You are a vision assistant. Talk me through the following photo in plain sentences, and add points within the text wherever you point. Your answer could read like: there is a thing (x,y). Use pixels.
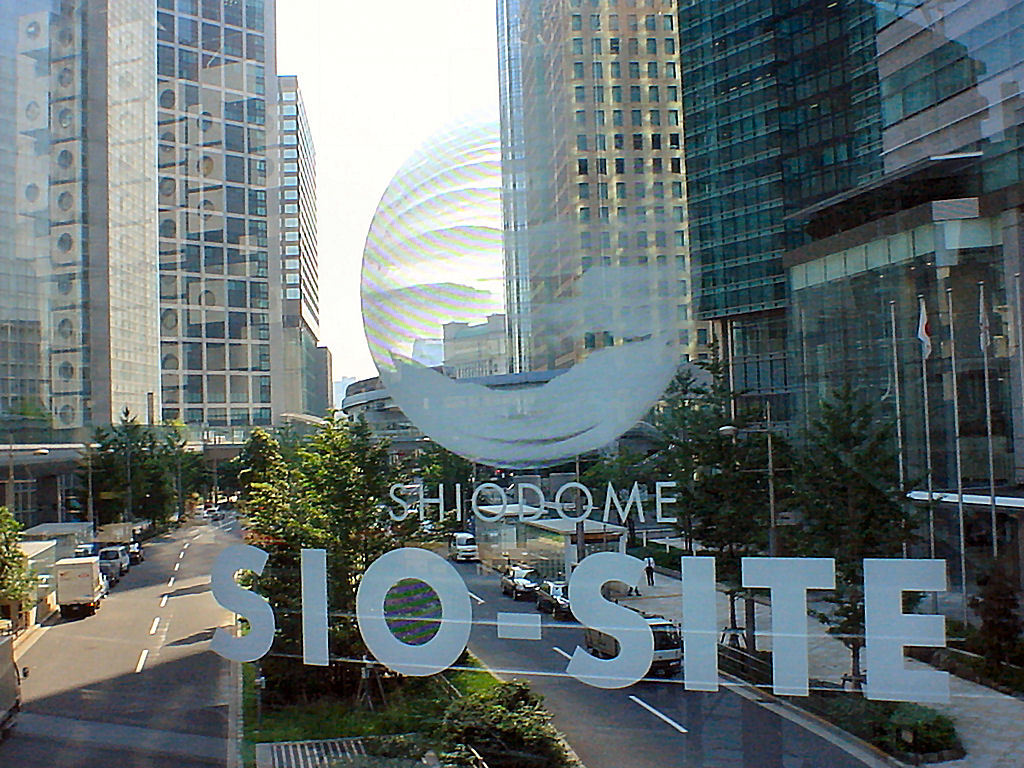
In this image I can see a print (441,568) on a glass (539,628). Through the glass (423,694) I can see trees (300,639), vehicles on the roads (193,536) and there are buildings (398,420). There is sky (401,98) at the top (401,74).
